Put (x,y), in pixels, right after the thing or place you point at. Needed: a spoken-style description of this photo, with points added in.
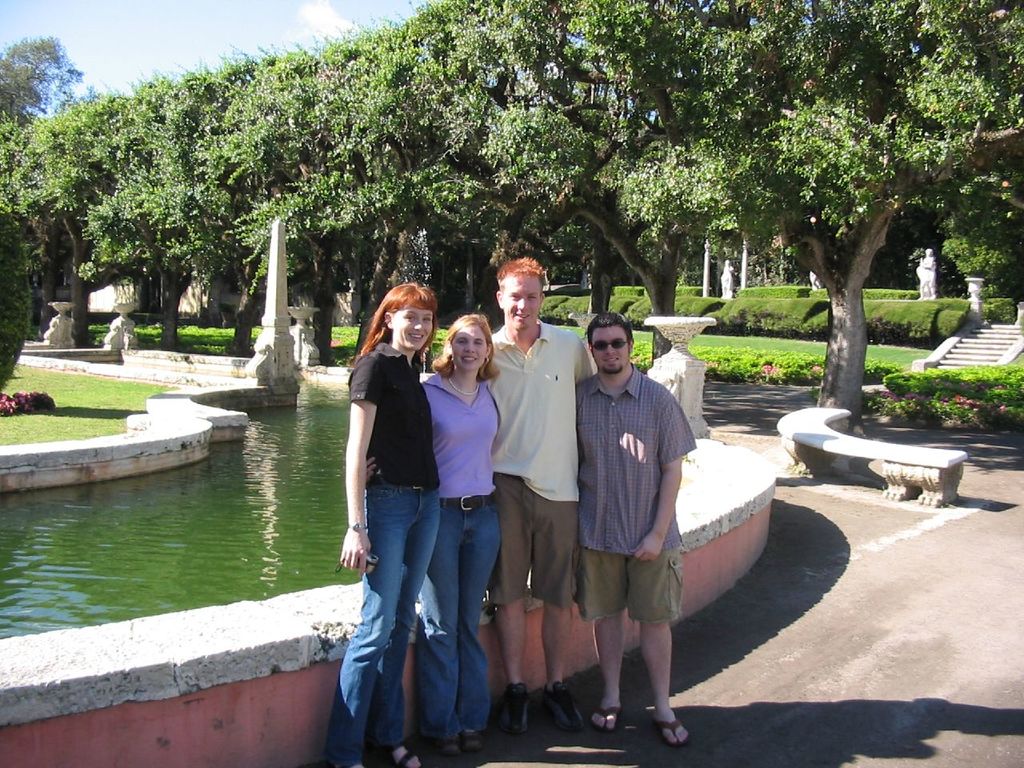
In this image we can see persons (374,589) standing on the ground (817,400). They are posing for a photo and they are smiling. Here we can see the bench (828,412) on the right side (901,447). Here we can see the staircase (982,351). Here we can see the water (102,562) on the left side (201,530). Here we can see the statues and structured bushes (924,313). Here we can see the trees (740,77). This is a sky (178,56) with clouds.
